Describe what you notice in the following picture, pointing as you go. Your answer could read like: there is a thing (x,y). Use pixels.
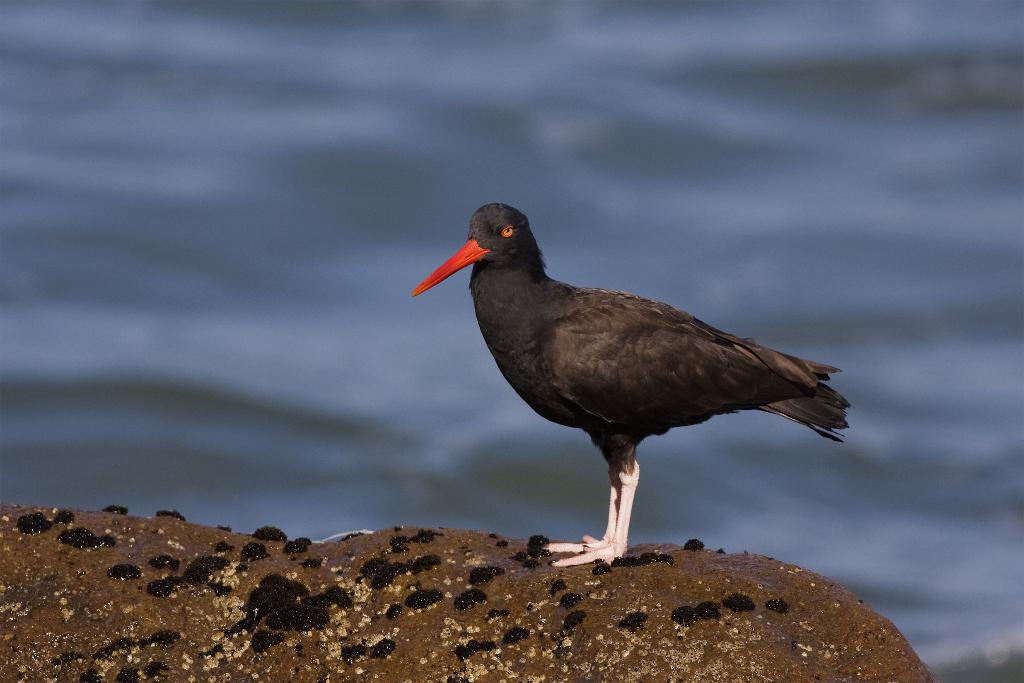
This picture is clicked outside. In the center (582,304) we can see a bird (522,310) standing on an object (404,609) which seems to be the rock (763,587). The background of the image (963,131) is blurry.
